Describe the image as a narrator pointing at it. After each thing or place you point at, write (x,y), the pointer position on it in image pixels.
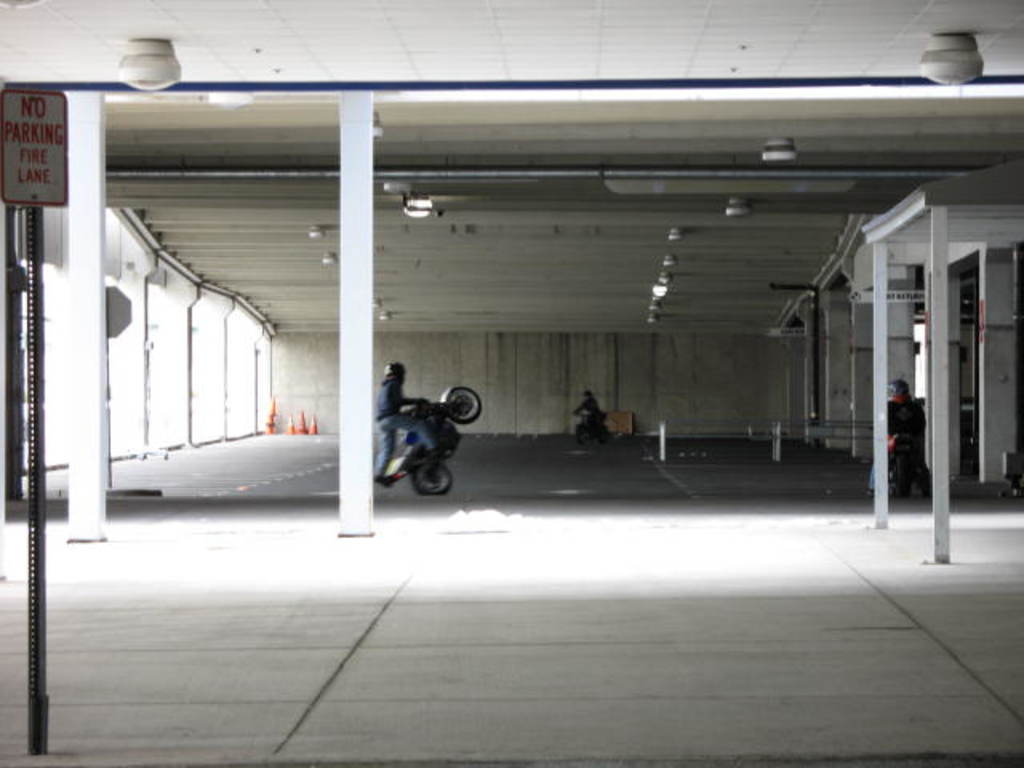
In this image we can see the inner view of the building (237,217) and there are three people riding a motor bike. On the left side (37,166), we can see a signboard (60,154) with some text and there are some lights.
